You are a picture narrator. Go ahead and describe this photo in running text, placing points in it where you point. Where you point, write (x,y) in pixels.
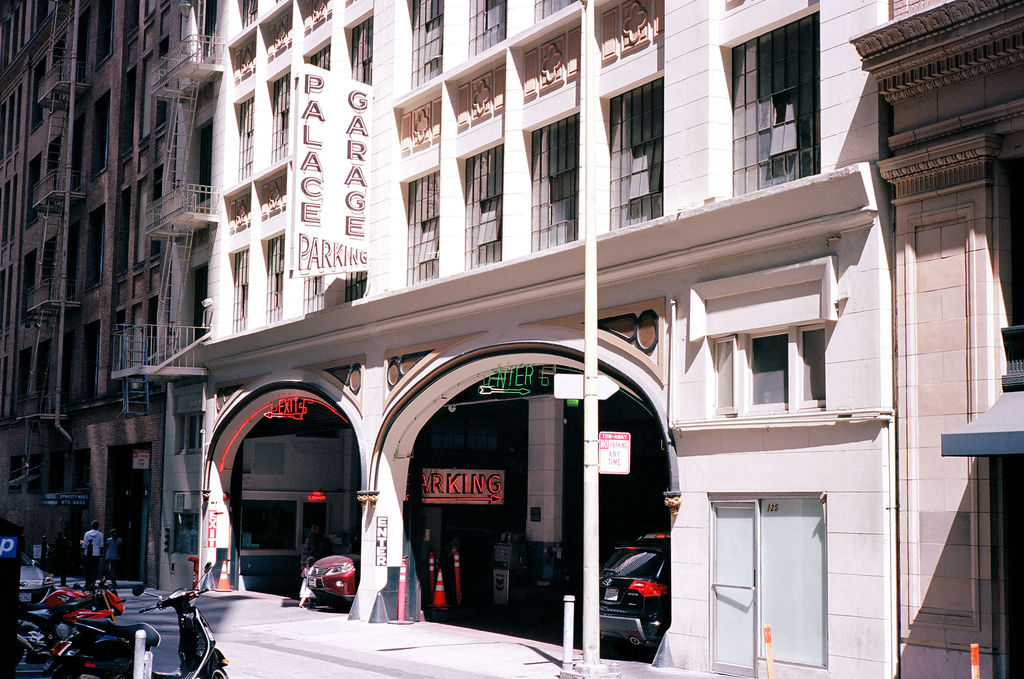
Here in this picture we can see buildings (121,111) with number of windows (758,130) present over a place and we can also see hoardings (309,146) on the buildings (272,325) and we can see cars (330,573) and motor bikes (101,623) present on the ground (253,615) and we can see people (91,546) walking on the road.
